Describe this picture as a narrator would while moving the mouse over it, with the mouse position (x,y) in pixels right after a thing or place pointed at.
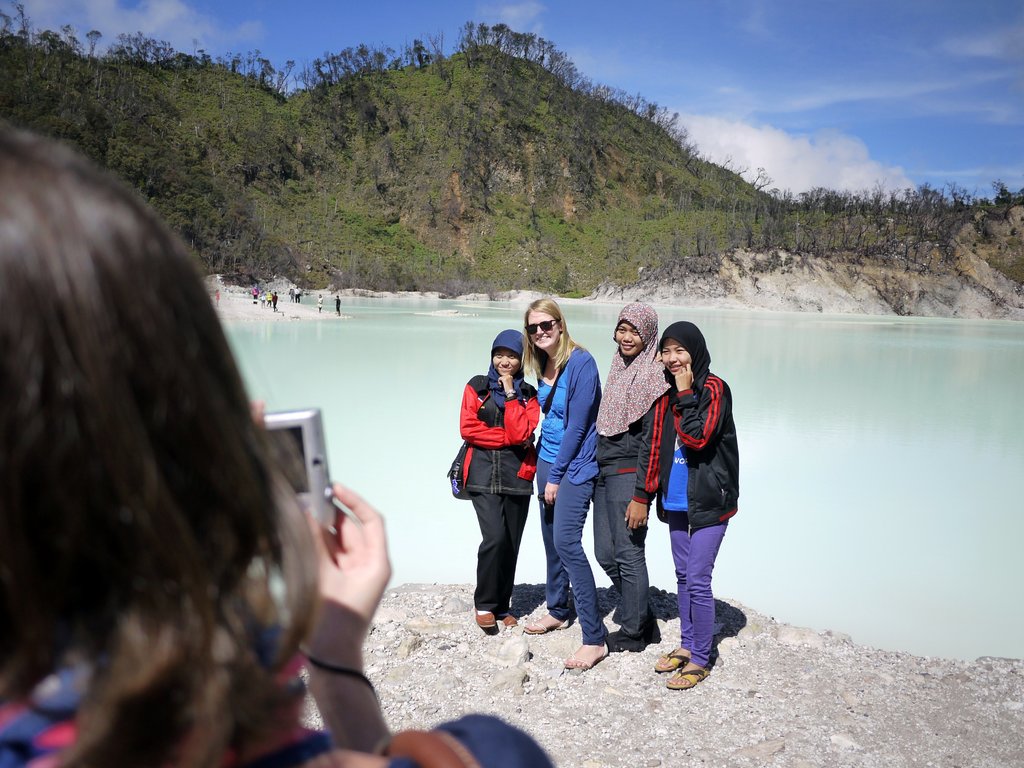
In this picture there are four woman (492,451) was standing near to the water (352,438). On the left (95,398) there is an another woman (194,496) who is wearing t-shirt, bag (446,722) and holding camera (314,441). Here we can see the person's (255,290) was standing on the beach (291,309). At the background (505,60) we can see trees (639,111) on the mountain (487,93). At the top (767,69) we can see sky (785,44) and clouds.
